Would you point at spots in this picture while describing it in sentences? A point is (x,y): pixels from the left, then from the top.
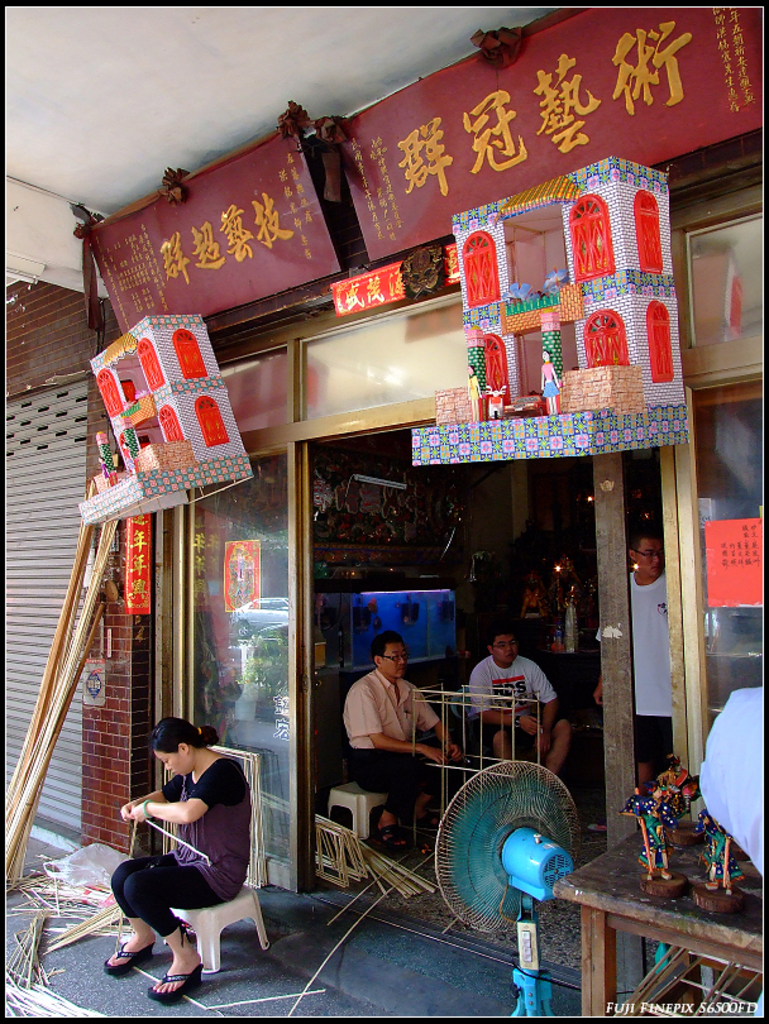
In the image I can see some people (385,842) sitting on the stools (359,824) and doing something with wooden sticks (48,985) which are beside them and also I can see a stand fan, something's hanged to the wall (100,762).
